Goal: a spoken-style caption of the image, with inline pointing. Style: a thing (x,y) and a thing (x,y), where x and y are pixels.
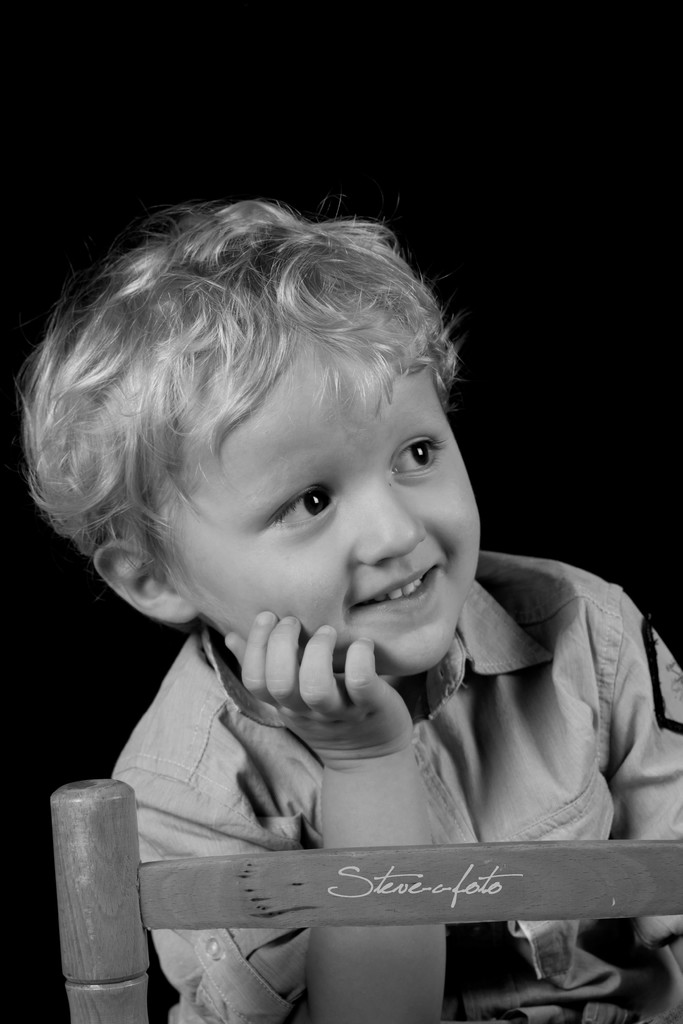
This is a black and white image. In this image we can see a kid (385,802) smiling. At the bottom of the image (126,877) there is a wooden object (104,877) with some text (506,874). The background of the image (52,641) is dark.
